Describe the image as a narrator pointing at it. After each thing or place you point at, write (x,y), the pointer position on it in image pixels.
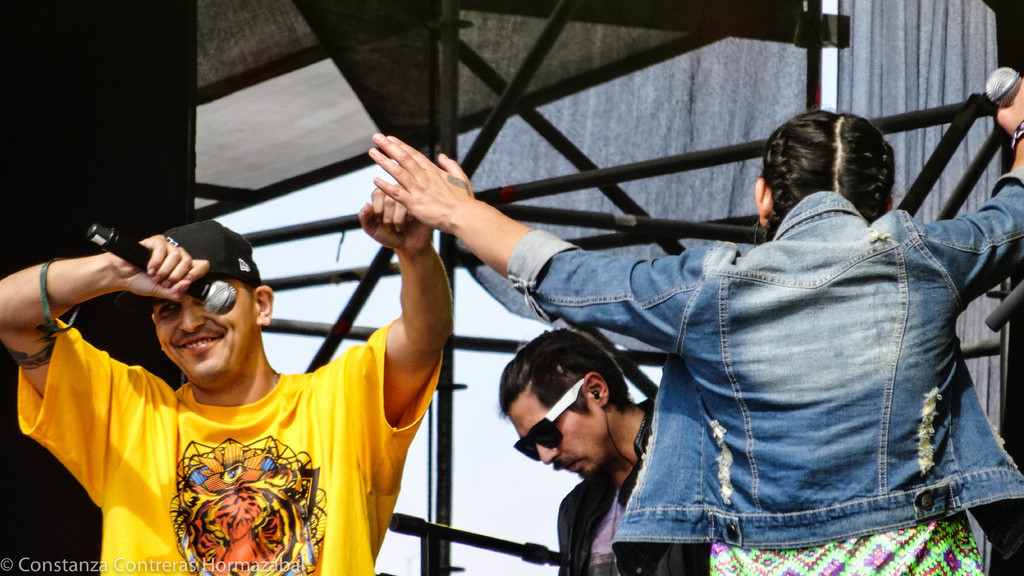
There are people (771,388) and these two people (771,388) holding microphones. In the background (688,96) we can see rods (539,63), wall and curtains (741,84). In the bottom left side of the image (22,573) we can see watermark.
